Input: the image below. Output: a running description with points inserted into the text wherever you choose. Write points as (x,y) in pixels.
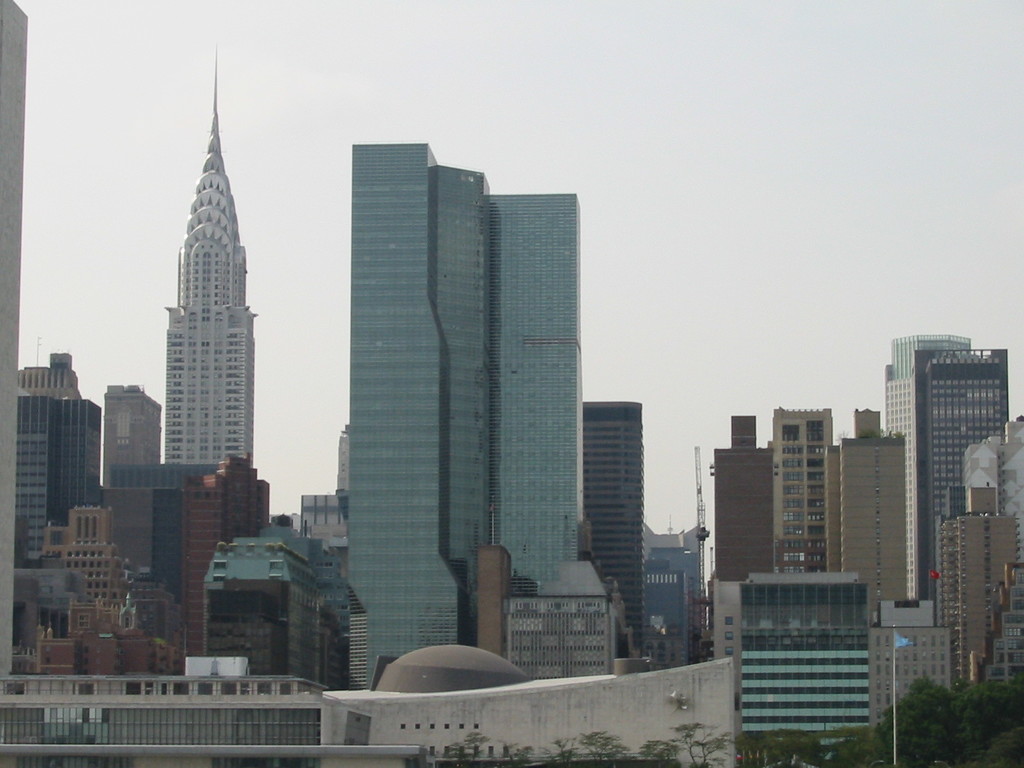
In this image I can see few buildings (614,494) around. In front (803,745) I can see trees (706,743) and blue color flag (897,637). The sky (790,154) is in white color.
